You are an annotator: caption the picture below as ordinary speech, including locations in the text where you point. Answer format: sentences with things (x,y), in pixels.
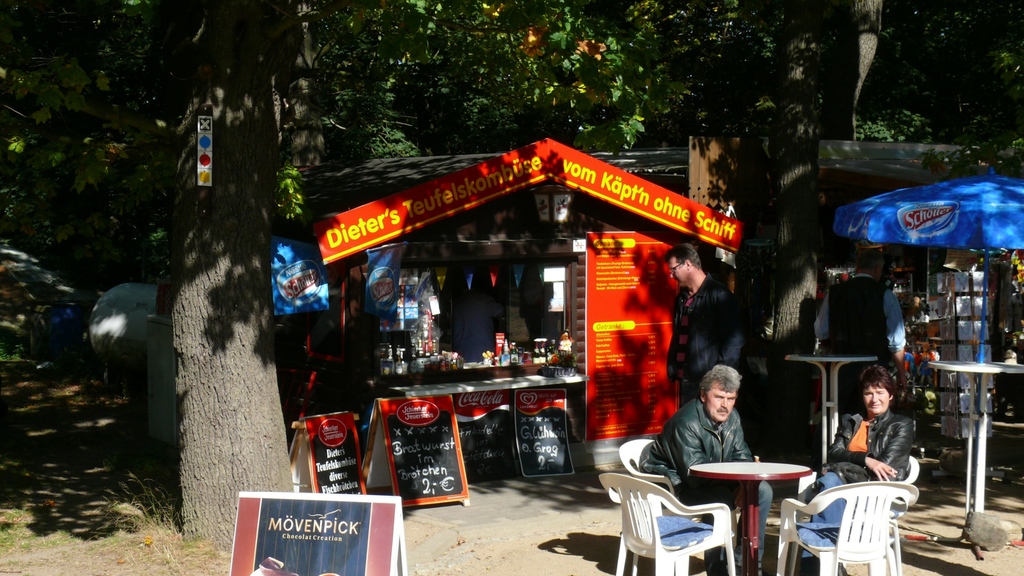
This is a picture taken in the outdoors. It is sunny. There are two persons (697,425) sitting on chairs (650,500) in front of the people (728,455) there is a table (735,467) and there are two other persons (852,307) standing on the floor (533,517). Behind the people (712,420) there are some stalls (532,311), boards (366,497), tables (955,370) and umbrella (954,208) and trees (407,94) and on tree (214,151) there is sign board (203,168).
